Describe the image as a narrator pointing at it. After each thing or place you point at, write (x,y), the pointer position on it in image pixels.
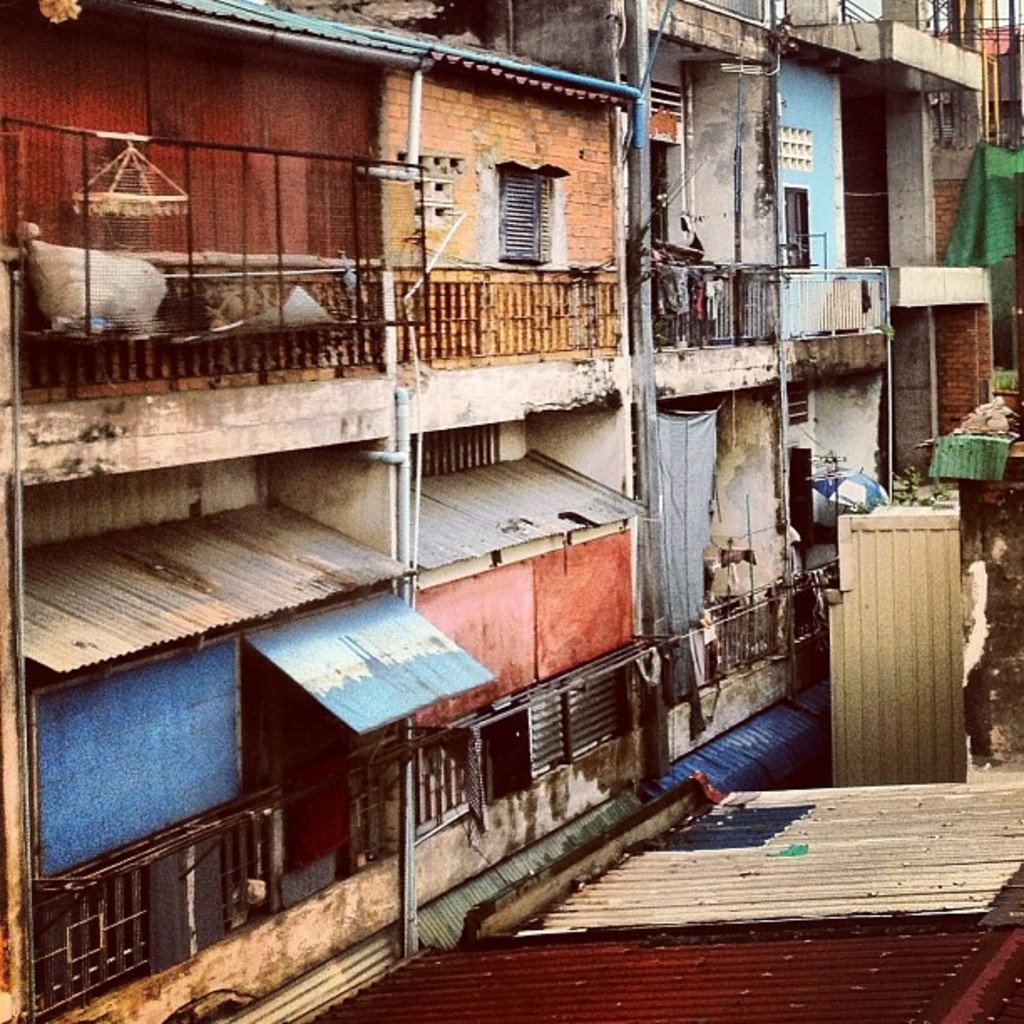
In this image we can see some buildings (551,600) and there are some pipes (383,458), iron sheets (338,562), fencing (556,281), windows (549,229) to the buildings (585,461).
